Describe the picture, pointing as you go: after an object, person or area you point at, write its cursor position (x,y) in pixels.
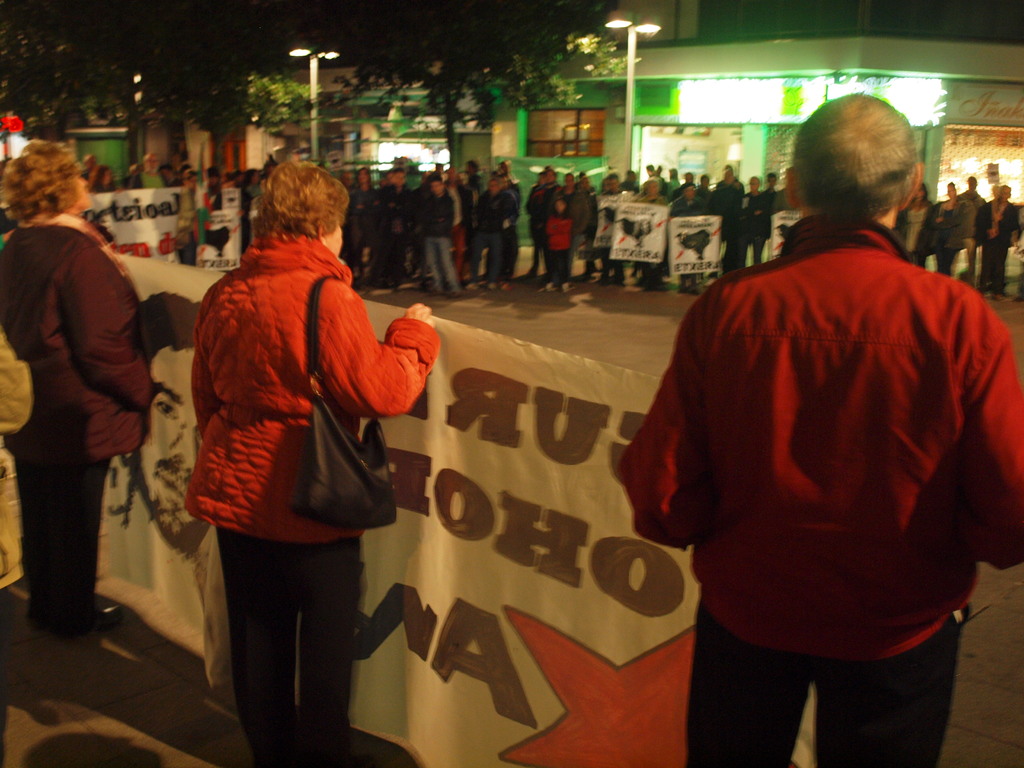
In this picture I can see few people (516,215) are standing few are holding placards (702,239) with some text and few are holding banners (147,231) with some text (488,669) and pictures (175,407), I can see couple of pole lights (628,115) and I can see buildings (781,19) and trees (407,50) and a woman (315,568) wore handbag (355,473).
